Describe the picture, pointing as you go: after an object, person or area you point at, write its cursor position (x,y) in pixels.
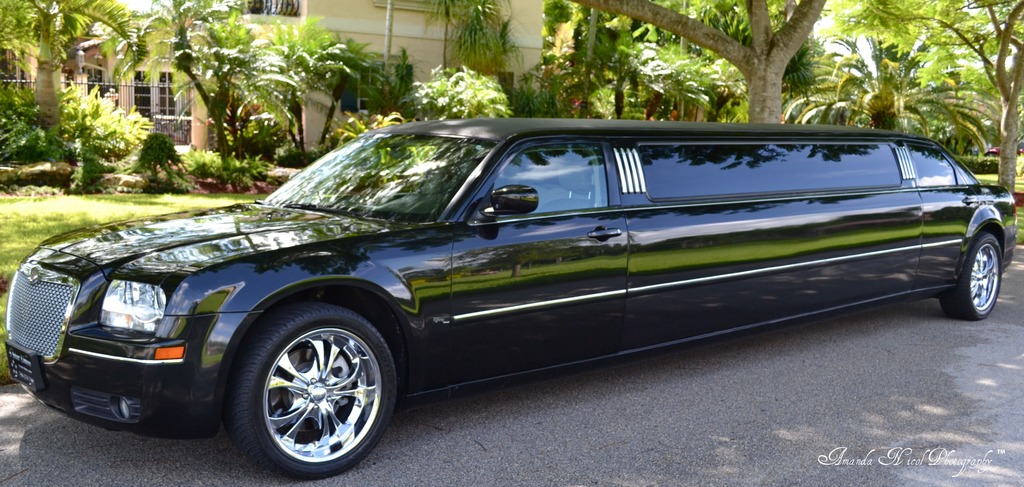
In the center of the image (413,323) there is a car (367,315) on the road (833,429). In the background (1023,121) we can see trees (1006,113), plants (160,180), grass (100,201) and building (205,116).
